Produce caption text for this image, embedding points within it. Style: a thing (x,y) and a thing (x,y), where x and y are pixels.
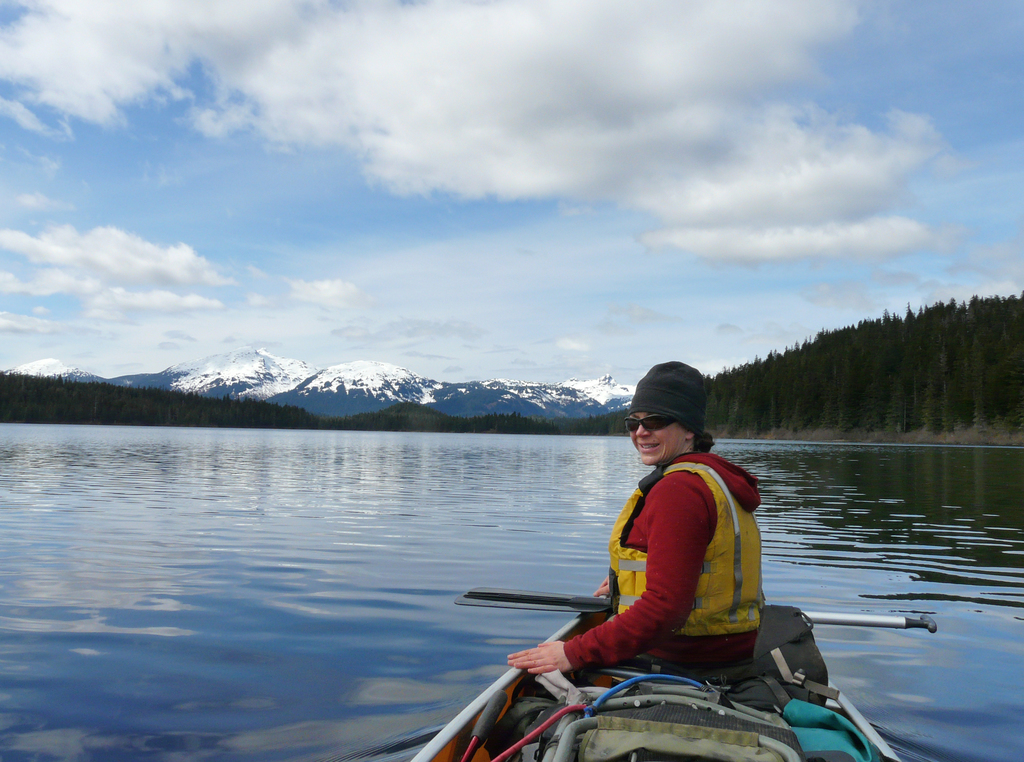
Here in this picture, in the front (642,507) we can see a boat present in the water (396,521) and we can see a woman (739,625) sitting in it and she is holding a paddle (529,605) and wearing a life jacket (696,624), goggles (664,422) and cap (666,409) and smiling and in front of her, on the ground (814,434) we can see plants (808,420) and trees (102,419) present and in the far we can see mountains (450,383) that are covered with snow (387,374) and we can see clouds (557,350) in the sky (425,269).
